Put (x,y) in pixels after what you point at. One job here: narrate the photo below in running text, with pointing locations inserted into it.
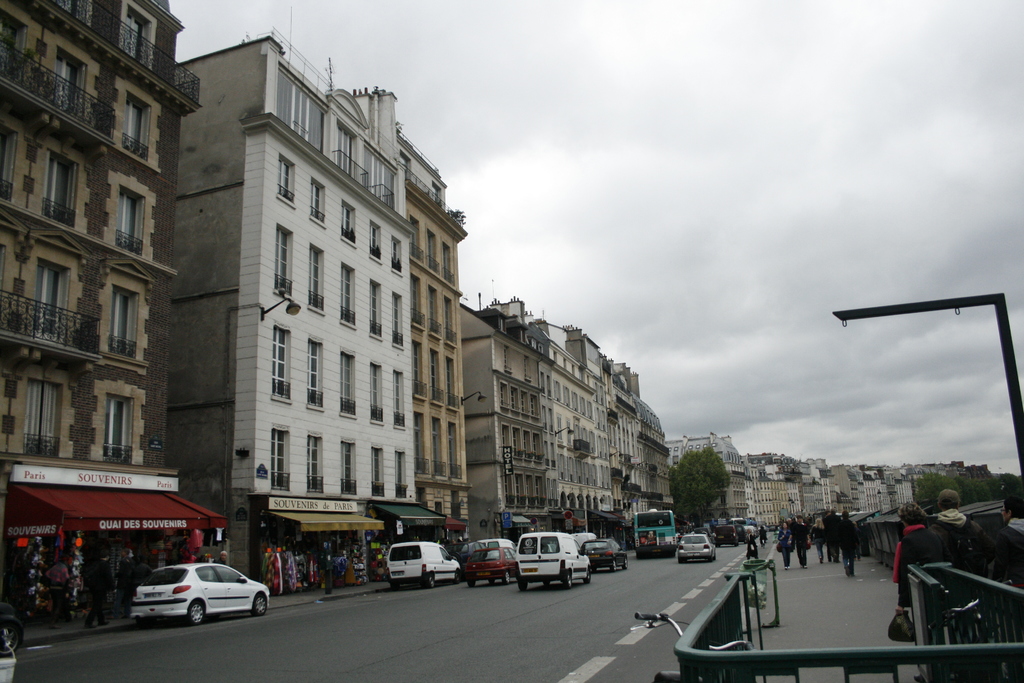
There are few buildings (210,239), stores (122,525) and vehicles (471,544) in the left corner (280,513) and there are few people (850,540) standing in the right corner (854,556) and the sky (812,271) is cloudy.
